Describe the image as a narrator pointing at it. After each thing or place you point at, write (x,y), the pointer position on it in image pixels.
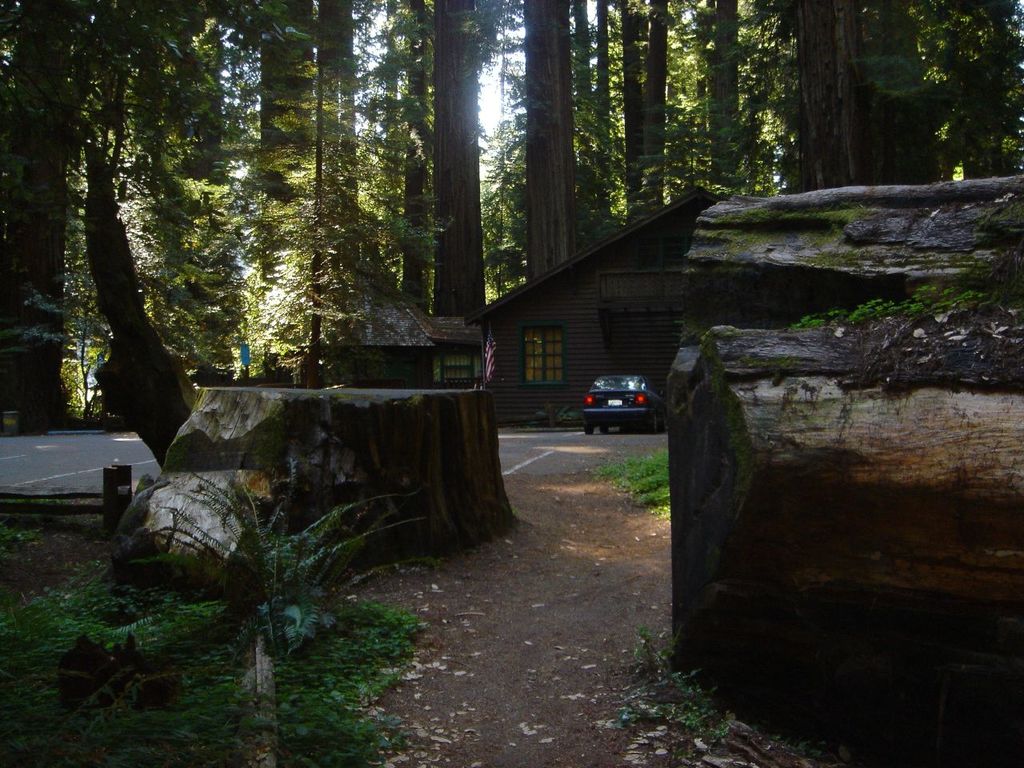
In the picture I can see tree trunks (495,440) cut, plants (7,603), a vehicle (645,395) parked here, I can see wooden house (618,358) and trees (86,4) in the background (226,345).
